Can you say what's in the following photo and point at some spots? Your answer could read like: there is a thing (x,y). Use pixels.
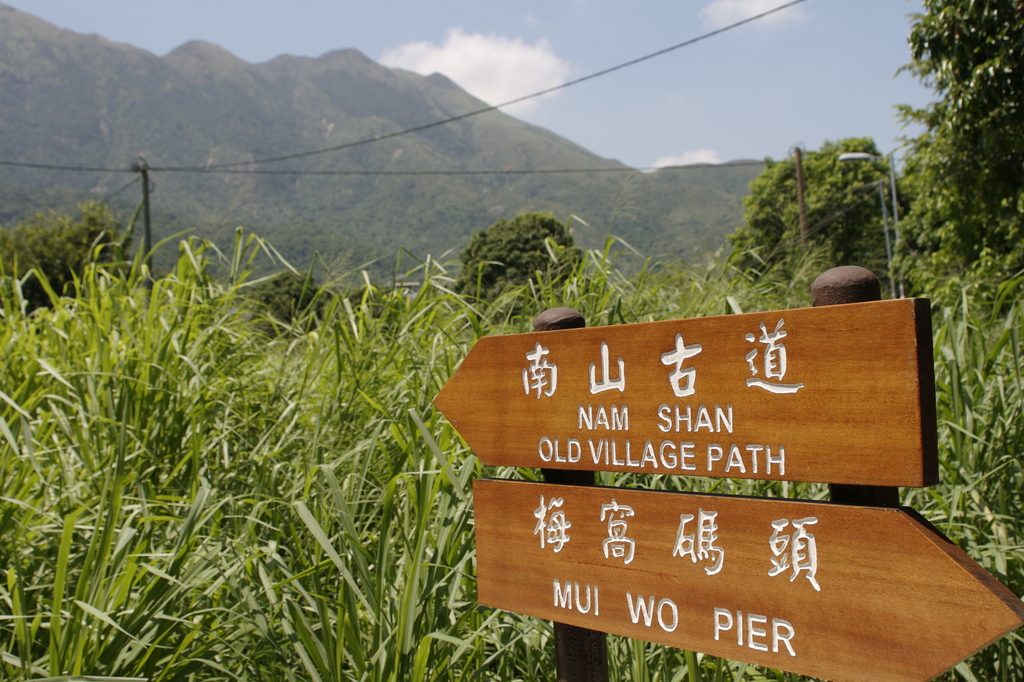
Here we can see grass (637,272), boards (932,402), poles (820,291), trees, and a mountain (509,152). In the background (666,117) there is sky (705,67) with clouds (512,80).
